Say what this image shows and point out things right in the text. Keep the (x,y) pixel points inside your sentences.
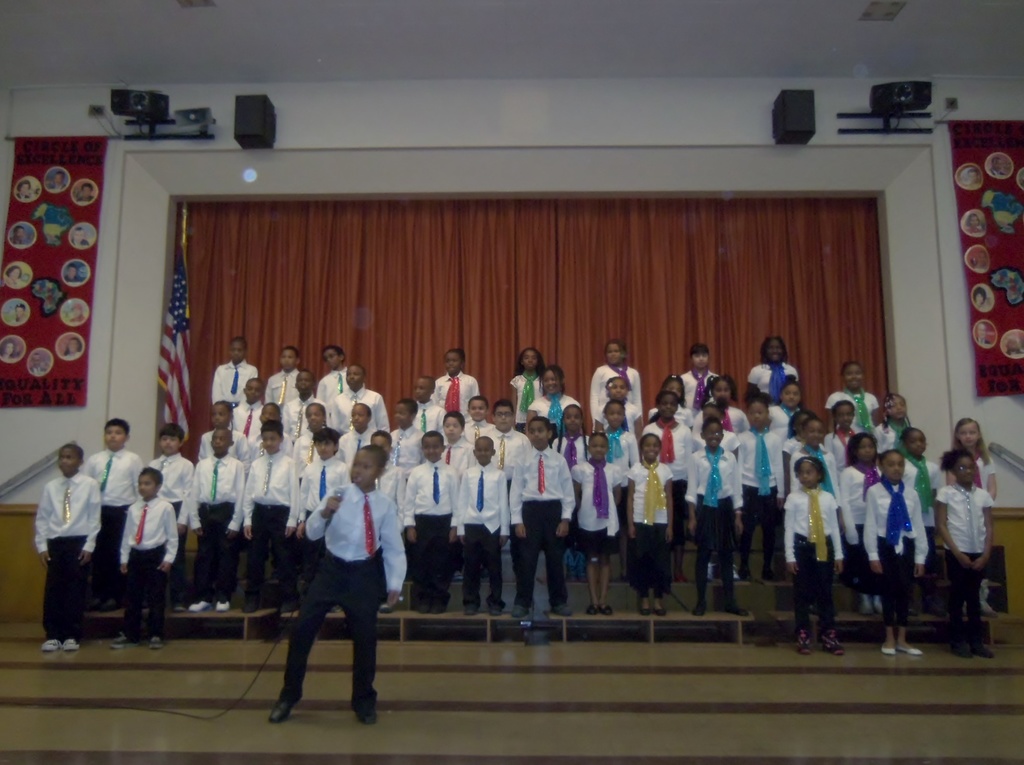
In this picture I can see a boy (367,534) standing and holding a mike (335,496), there are group of people (535,512) standing, there are curtains (398,310), a flag (163,367), banners (63,206) to the wall (336,145), speakers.
